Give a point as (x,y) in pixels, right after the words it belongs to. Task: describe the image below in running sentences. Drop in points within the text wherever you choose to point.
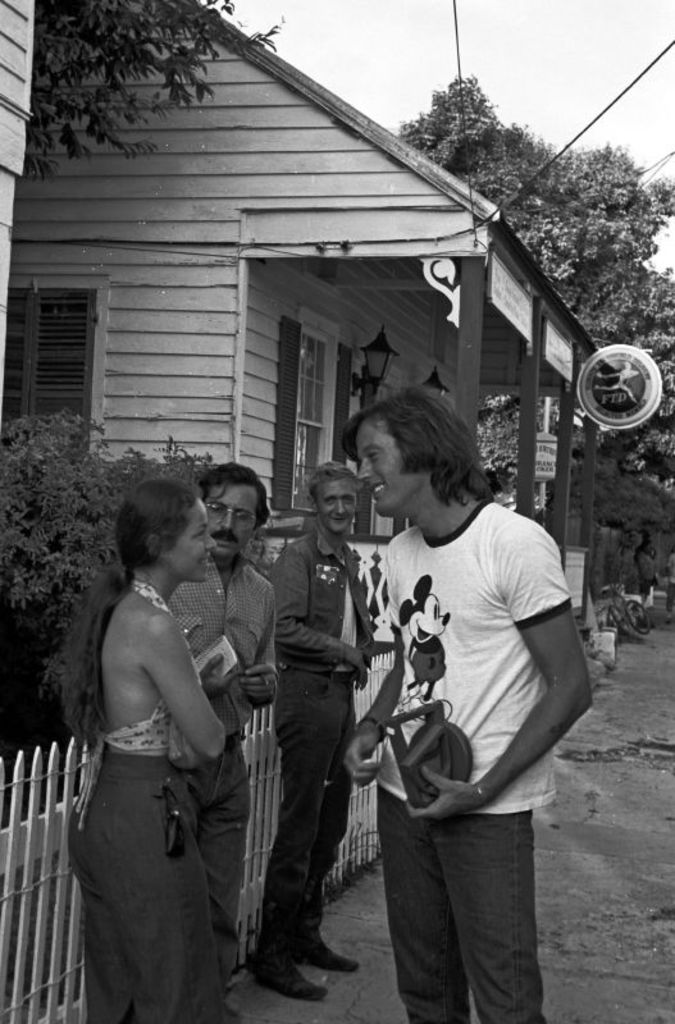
This is a black and white image. In this image we can see people (315,839) standing on the road (338,1009), wooden fence (45,839), plants (77,434), building (352,308), electric lights (384,347), trees (533,228), ropes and sky (354,55).
